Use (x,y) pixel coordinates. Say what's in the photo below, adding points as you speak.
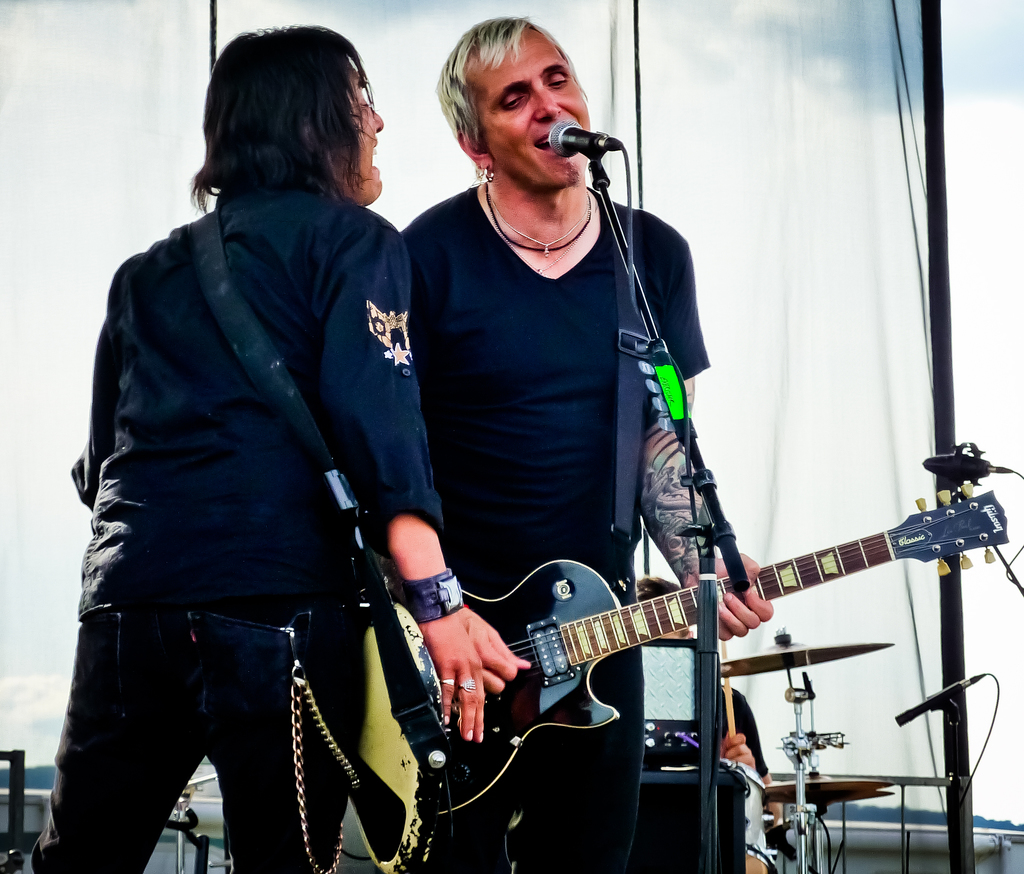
The two persons (489,335) are standing on a stage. They both are playing musical instruments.
